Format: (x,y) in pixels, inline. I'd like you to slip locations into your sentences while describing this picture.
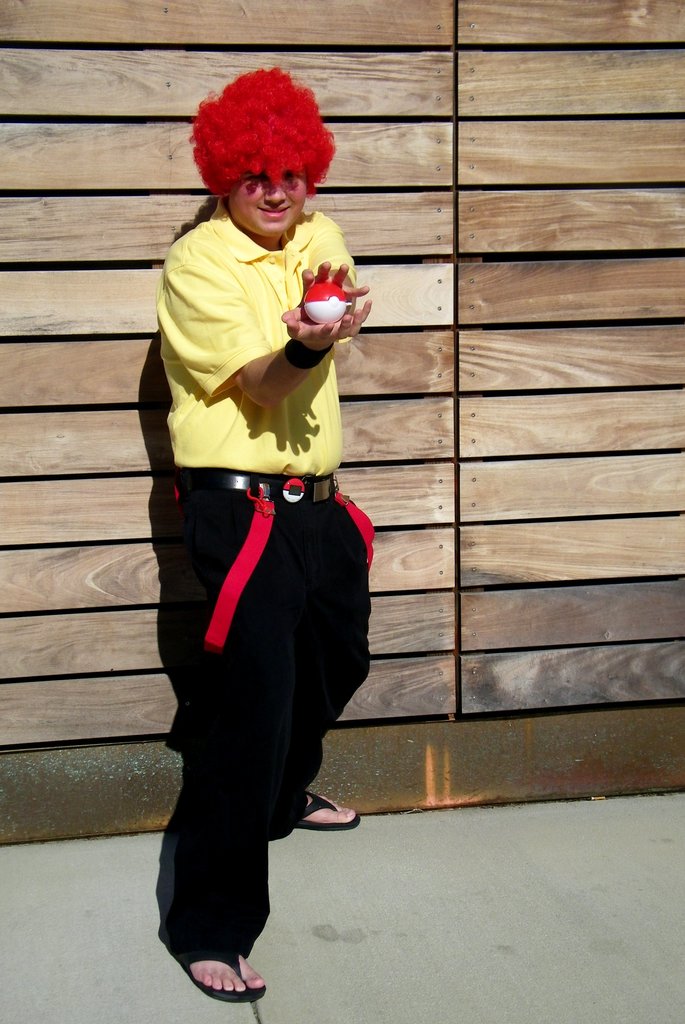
In this image, I can see a person (361,639) holding an object (338,316) and standing on the floor (504,1002). In the background (100,763), I can see the wooden wall (503,260).
